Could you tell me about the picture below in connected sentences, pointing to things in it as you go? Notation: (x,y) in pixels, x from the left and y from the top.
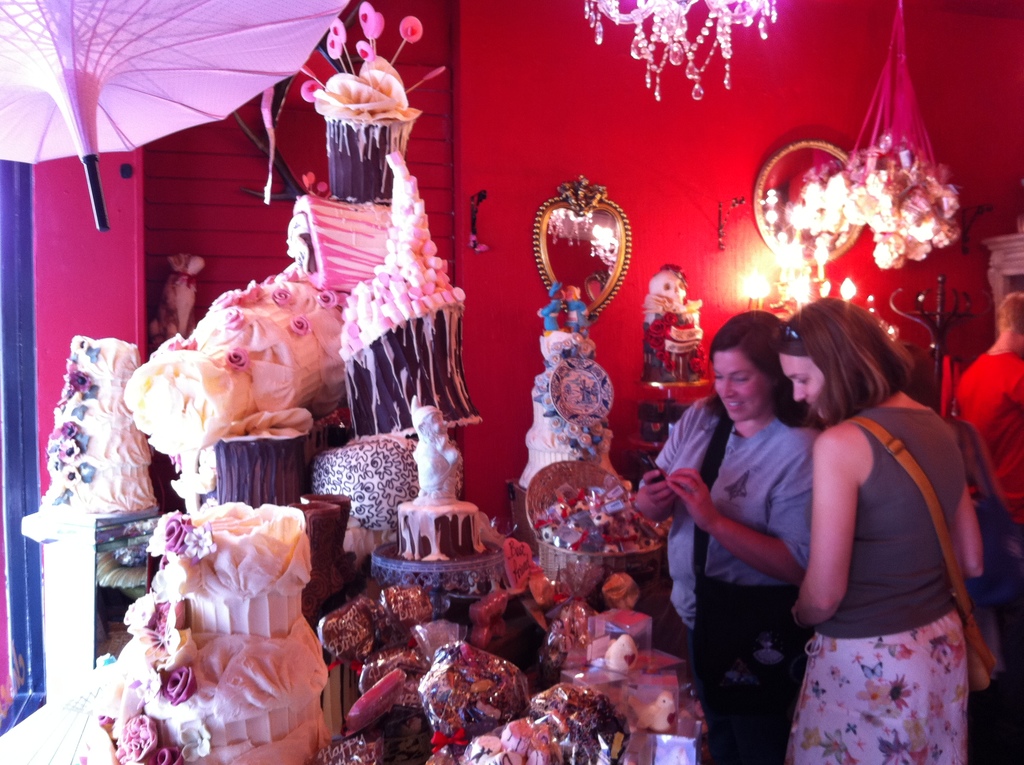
In this image we can see people (813,561) and there are cakes (466,520) and some objects (548,625) placed on the table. In the background (822,292) there are decors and lights (797,269). We can see frames (598,289) placed on the wall (563,60). At the top (691,71) there is a chandelier (692,58).
